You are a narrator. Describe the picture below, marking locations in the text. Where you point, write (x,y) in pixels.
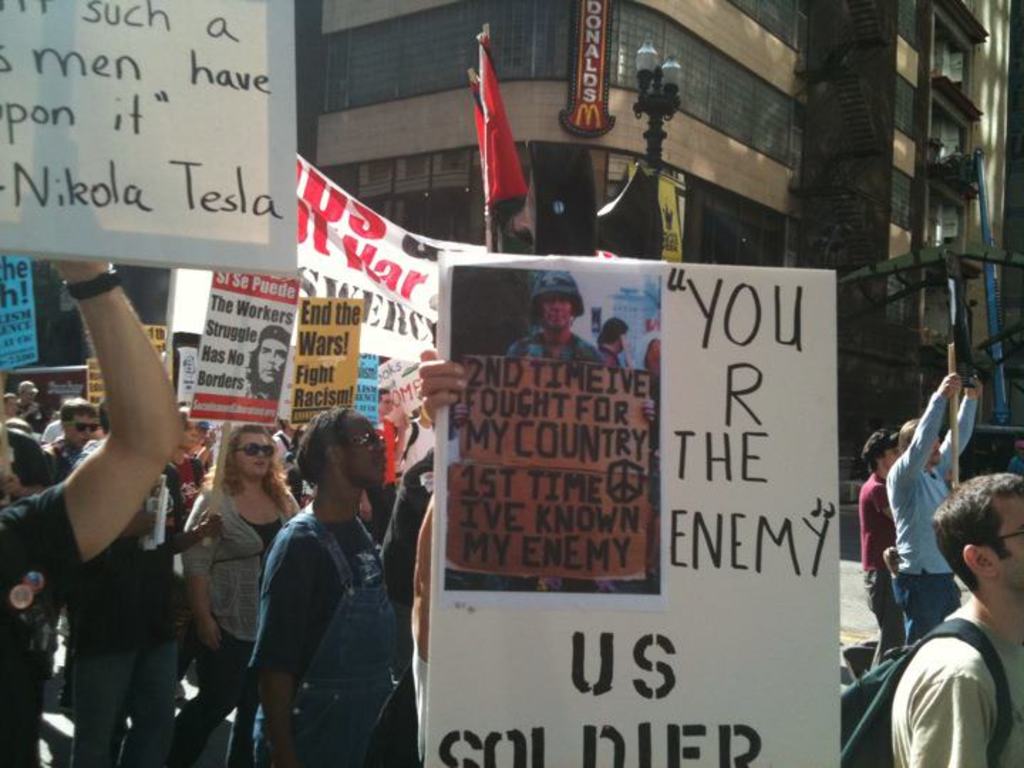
In this image, we can see people (315,516) wearing glasses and some are holding boards (626,471) and banners (362,247) and some other objects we can see a person (924,684) wearing a bag (869,677). In the background (830,123), there are buildings (811,128) and we can see some lights (664,111), flags (489,118) and a pole (662,132).
